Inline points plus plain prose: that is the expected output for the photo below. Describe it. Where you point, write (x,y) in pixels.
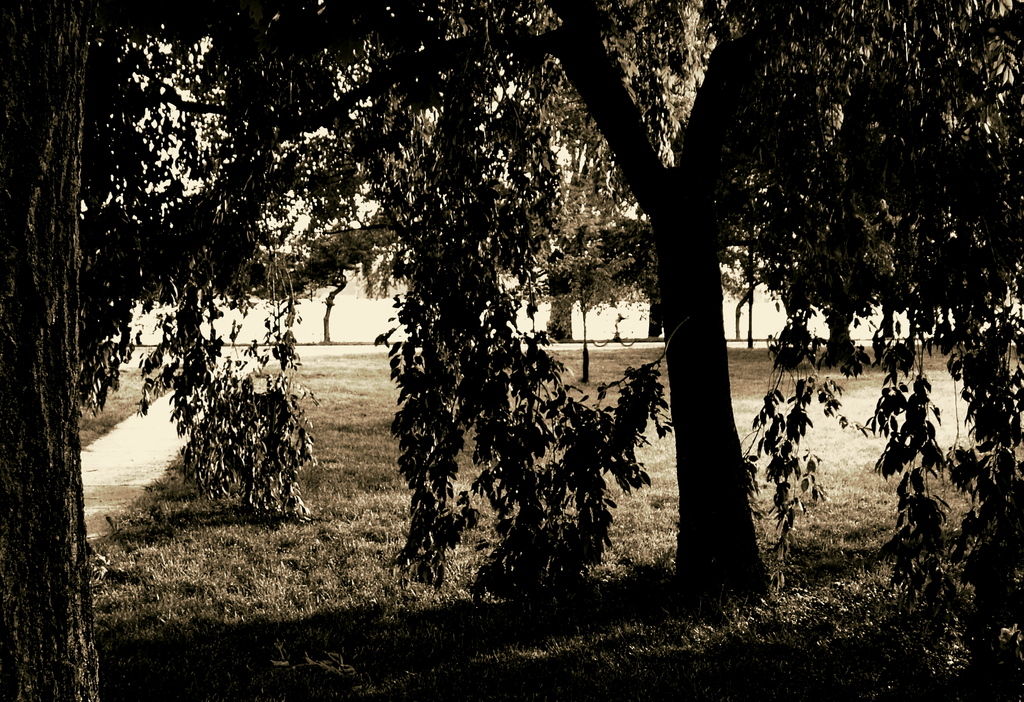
In this image we can see few trees (481,309) and grass (268,561).
